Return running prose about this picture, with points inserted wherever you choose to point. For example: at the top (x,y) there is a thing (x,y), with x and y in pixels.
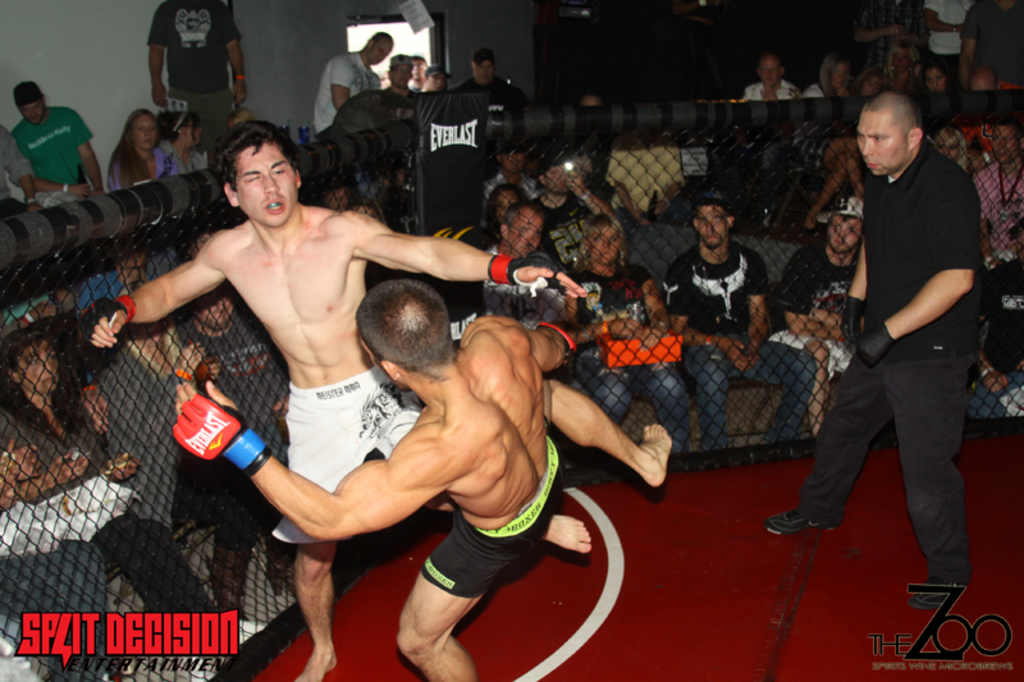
In this image I can see two persons (451,531) wearing black and white dress (432,552) and gloves (238,420) are standing on the red colored boxing ring (595,581). I can see another person (889,343) wearing black color dress (905,260) is standing in the ring (893,478). I can see few persons (681,298) sitting and few persons (917,31) standing outside the ring (859,113), the wall (139,56) and the door (412,47).
